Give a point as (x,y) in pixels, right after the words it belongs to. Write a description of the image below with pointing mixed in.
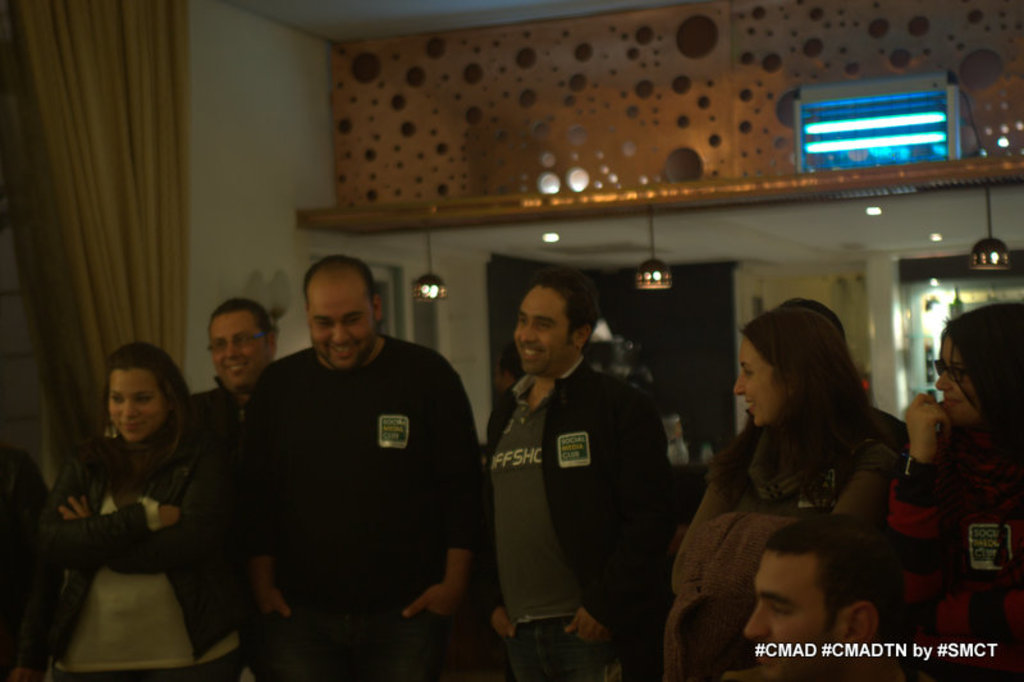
In this image there are group of people (835,480) standing on the floor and watching. On the left side (107,146) there is a curtain (129,148) near the wall (193,151). At the top (400,12) there is ceiling (360,30) with the lights (440,293).
